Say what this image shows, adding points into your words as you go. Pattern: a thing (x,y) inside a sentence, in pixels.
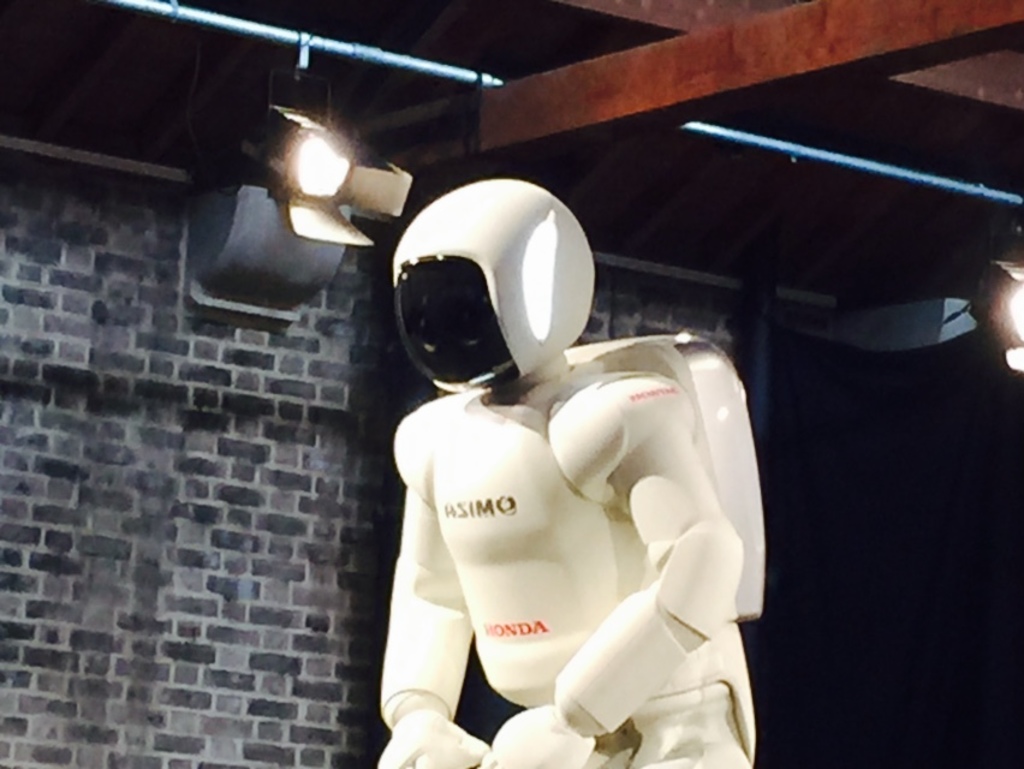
There is a white color robot (498,597) in the middle of this image (541,482) and there is a wall (260,416) in the background (298,510). We can see there is a light (326,154) at the top of this image (318,166).
